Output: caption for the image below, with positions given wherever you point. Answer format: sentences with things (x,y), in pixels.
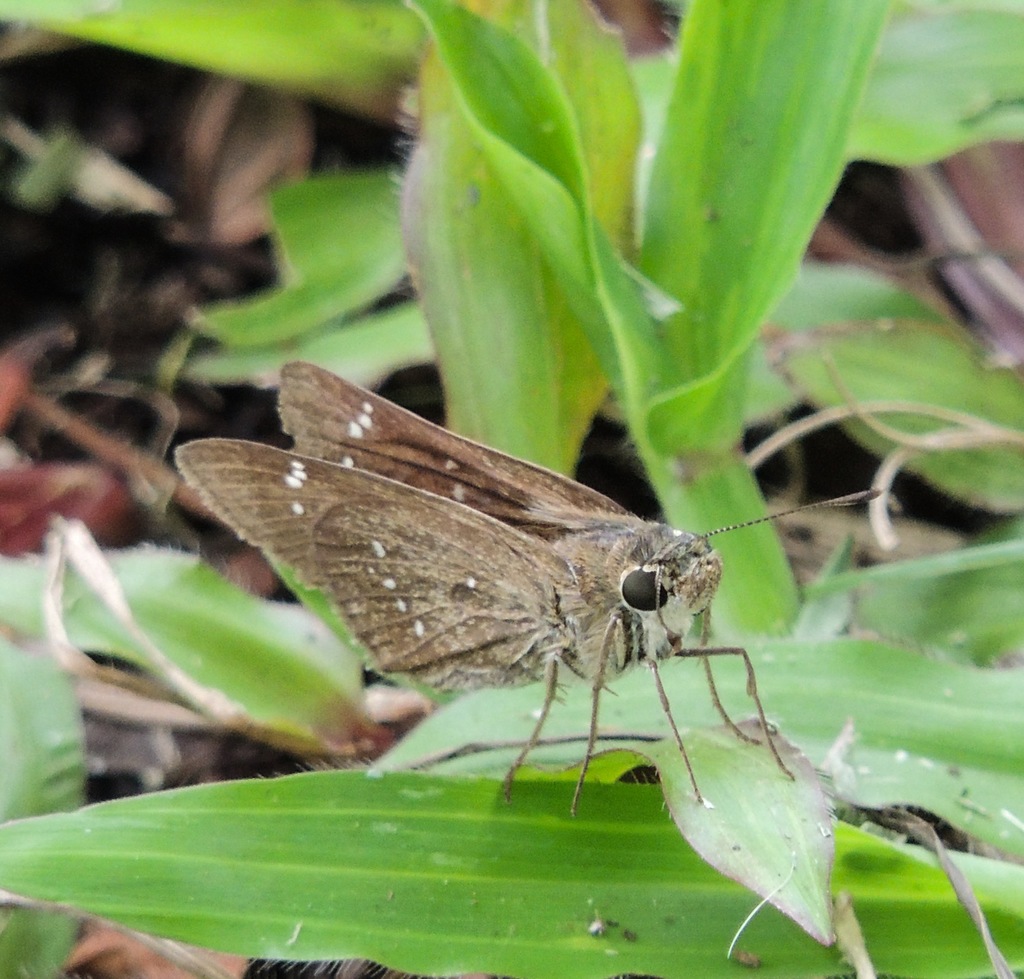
An insect (615,647) on this leaves (707,784). Background (991,565) we can see green leaves (588,289).
